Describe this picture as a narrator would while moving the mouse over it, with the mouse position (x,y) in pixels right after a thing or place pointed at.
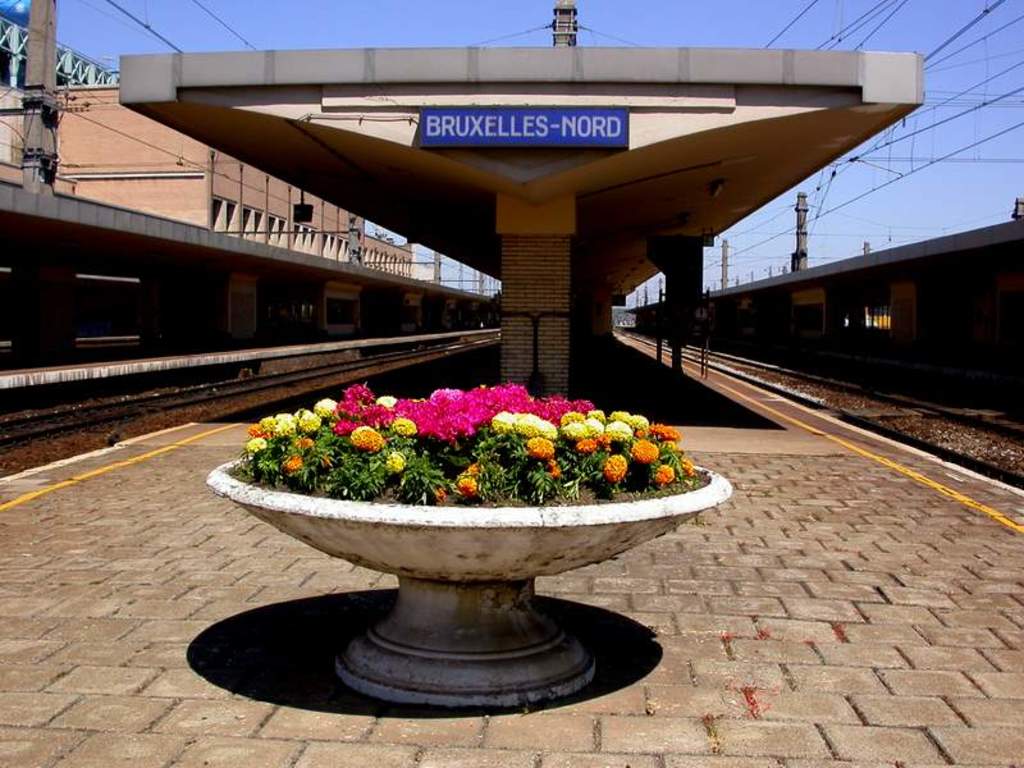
In this image we can see there is a plant (561,475) with flowers (301,444) in the pot (403,640). And there is a building (257,237) and a railway track (256,377). There are wires (852,202) which are attached to the pole (50,11). And at the top (69,16) there is a sky (68,14).
